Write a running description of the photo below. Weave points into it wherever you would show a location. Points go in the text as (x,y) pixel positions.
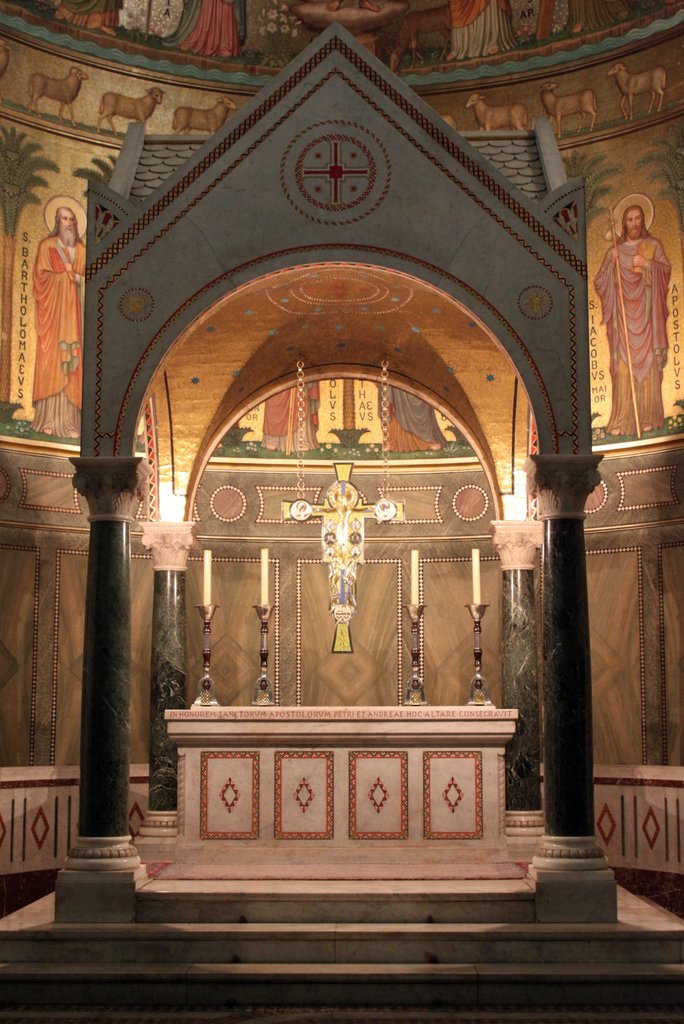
In this image there are some candles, pillars (112,527), and in the background (601,430) there is wall (15,598). At the bottom of the image (232,900) there are some stairs (266,931), and in the background (613,387) there is some art (461,112) on the wall (25,99).
